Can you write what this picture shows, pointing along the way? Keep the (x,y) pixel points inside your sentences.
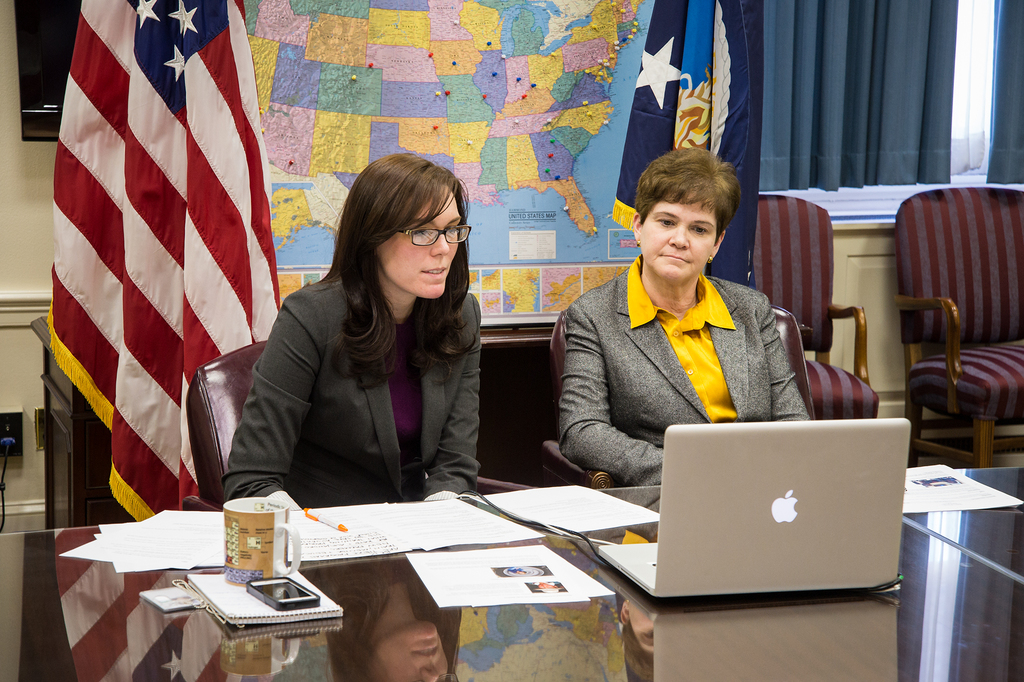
In this image I can see a table (708,633) and on the table (665,658) I can see, few papers (496,573), a book (258,603), a cup (278,566), a mobile (293,606) and a laptop (786,548). I can see two women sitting on chairs (548,441) in front of the table (477,626). In the background (8,243) I can see few flags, the wall (22,224), a screen (41,125), a map (483,211) attached to the wall (878,275), the curtain (852,102), few chairs (902,307) and the window (980,175).
